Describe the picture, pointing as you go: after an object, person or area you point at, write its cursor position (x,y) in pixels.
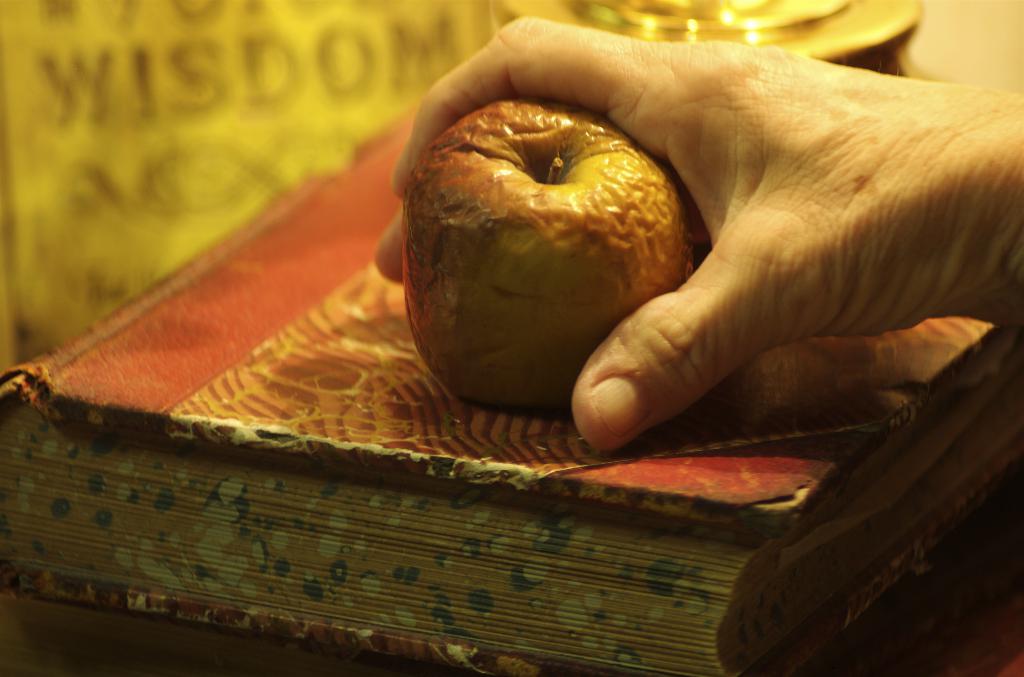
In this image I can see the person (754,289) holding the fruit (527,205) and the fruit (462,226) is on the book (237,505) and I can see the yellow color background (110,143).
